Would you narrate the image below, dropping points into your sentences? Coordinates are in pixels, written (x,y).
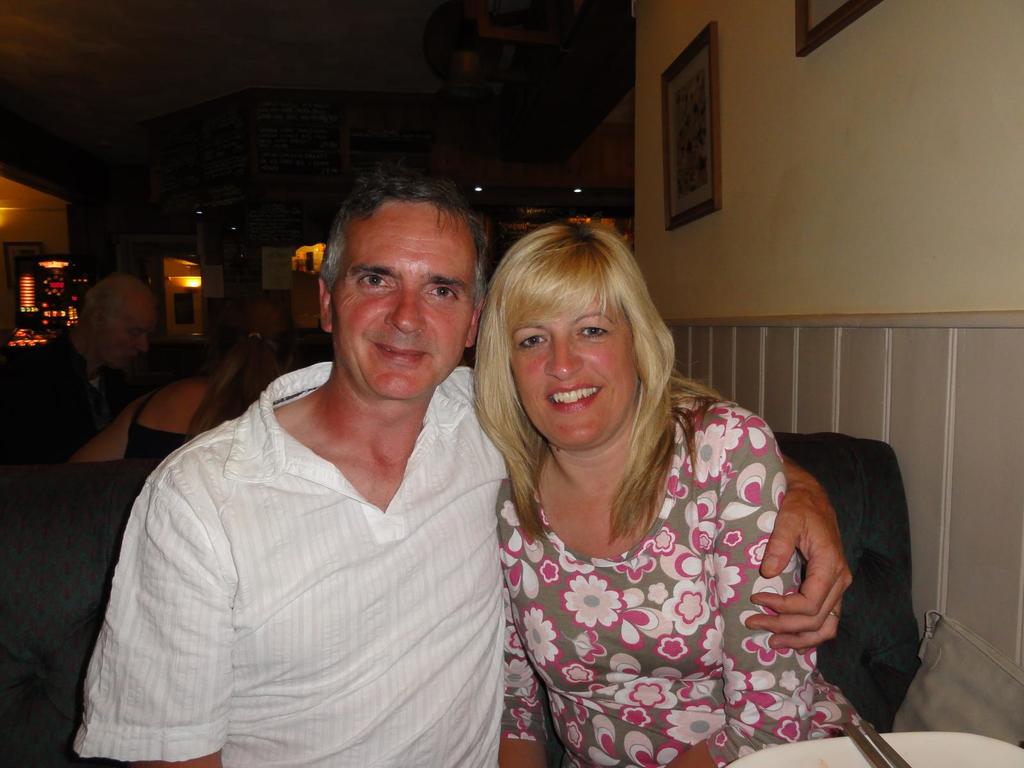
In this image in the front (290,445) there are persons (574,570) sitting and smiling. In the background (124,352) there a persons (124,352) sitting and there are lights (32,302). On the right side (720,111) there are frames (710,136) on the wall (767,165).
